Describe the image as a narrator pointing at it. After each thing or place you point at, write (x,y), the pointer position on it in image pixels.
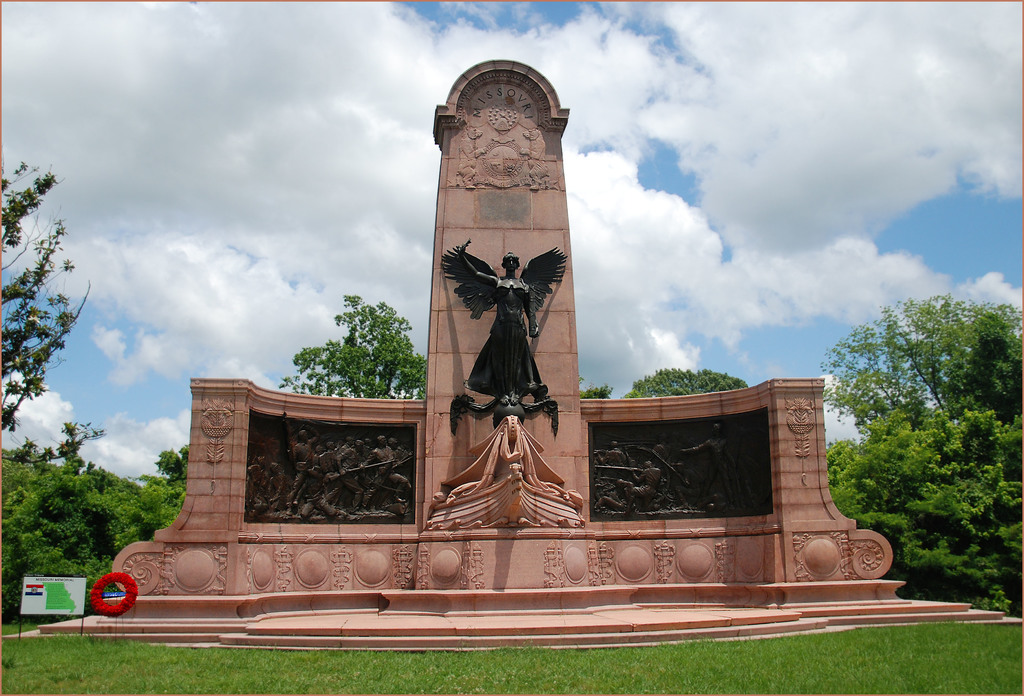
In this image, in the middle (383,458) we can see the statue (452,255) and at the bottom (86,659) we can see the grass (80,647), and at the back (892,507) we can see some trees (310,355), and in the background (627,96) we can see the sky (736,168).
